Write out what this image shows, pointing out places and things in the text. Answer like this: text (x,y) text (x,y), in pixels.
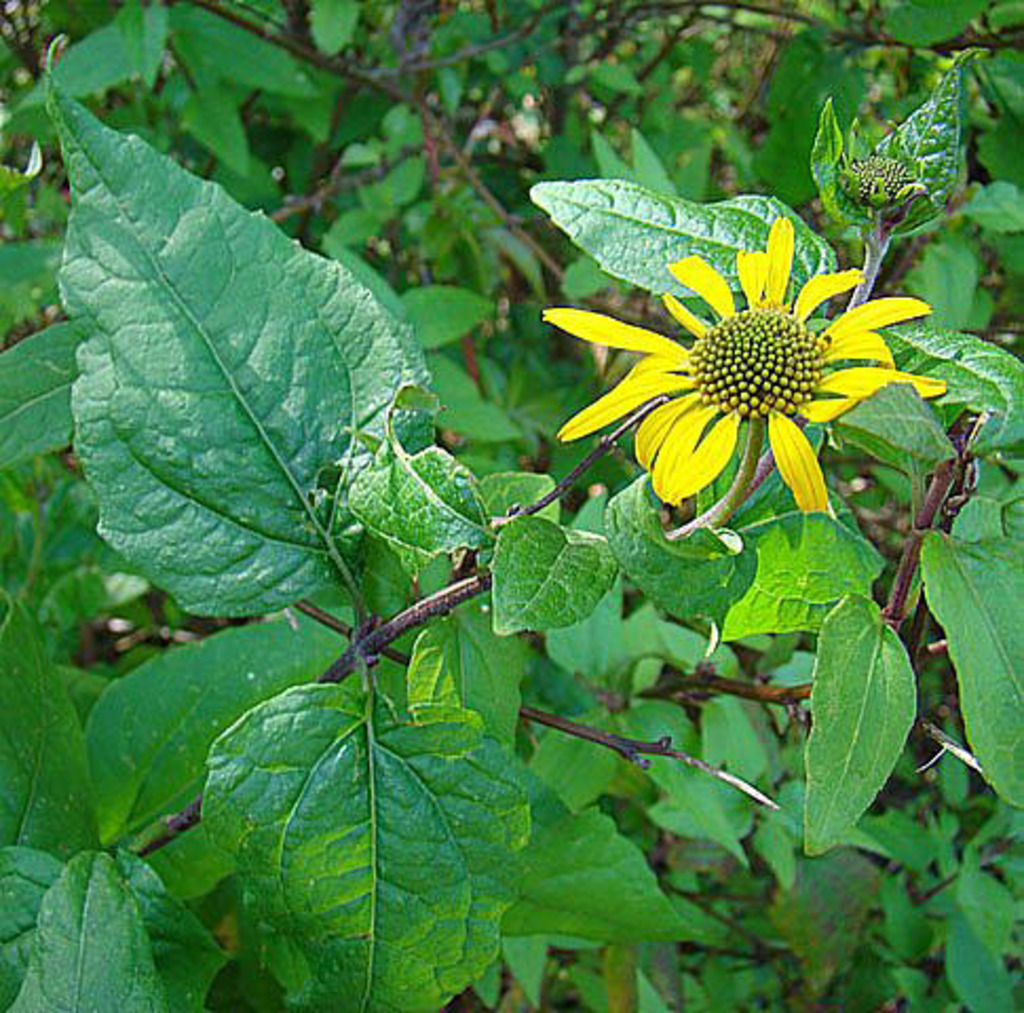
In this image, there are plants (259,687) and here we can see a flower (741,382) which is in yellow color.
